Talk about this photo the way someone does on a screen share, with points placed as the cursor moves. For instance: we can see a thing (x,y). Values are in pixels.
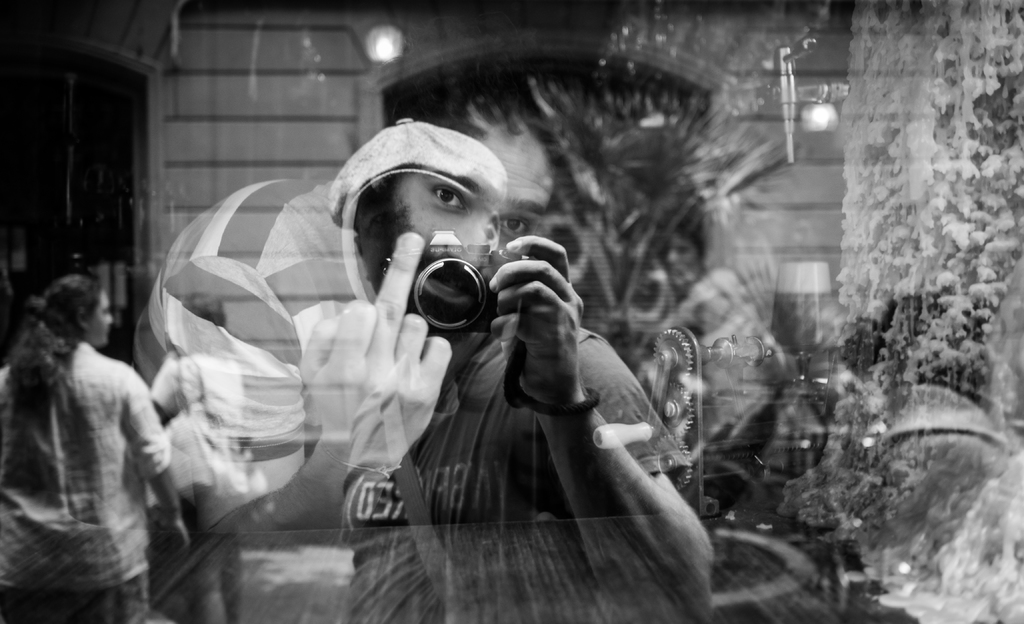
This is a black and white picture. We can see a transparent glass (223,328). Behind the glass (304,265), there is a man (366,355), lights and an object (677,381). On the transparent glass (542,351), we can see the reflection (40,465) of people (245,423) and a man (426,435) is holding a camera (450,287).
